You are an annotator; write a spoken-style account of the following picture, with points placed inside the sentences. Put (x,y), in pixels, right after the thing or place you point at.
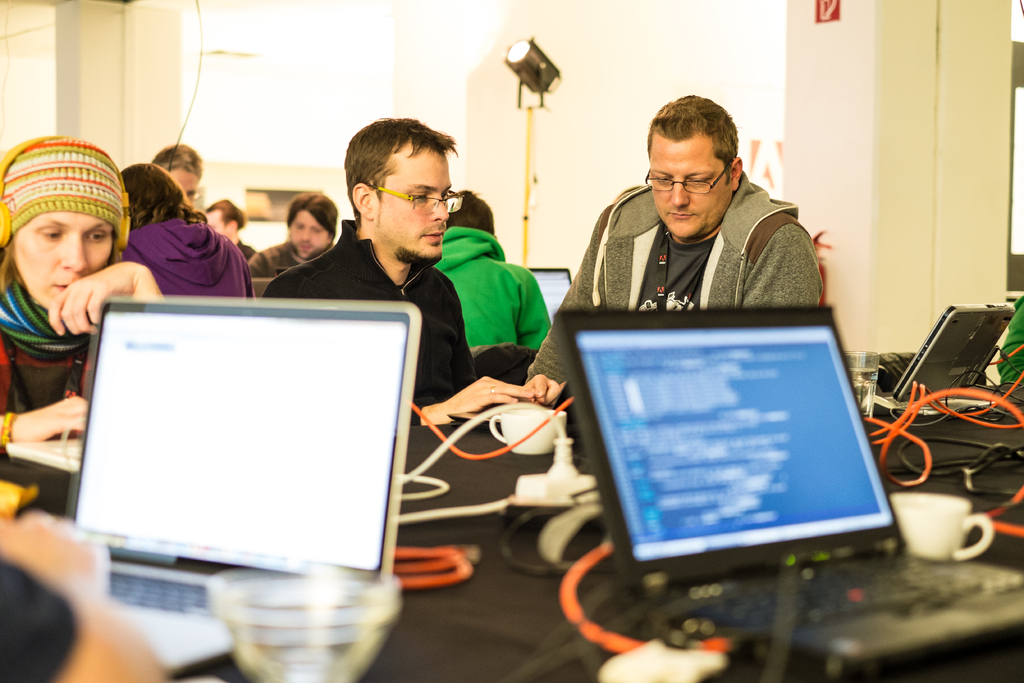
In this image there are tables (465,671) and on top of the tables (538,627) there are laptops (739,487), cups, wires (929,400). There are people (532,280) sitting on the chairs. In the background of the image (349,216) there is a wall (728,54) and light (533,66).
